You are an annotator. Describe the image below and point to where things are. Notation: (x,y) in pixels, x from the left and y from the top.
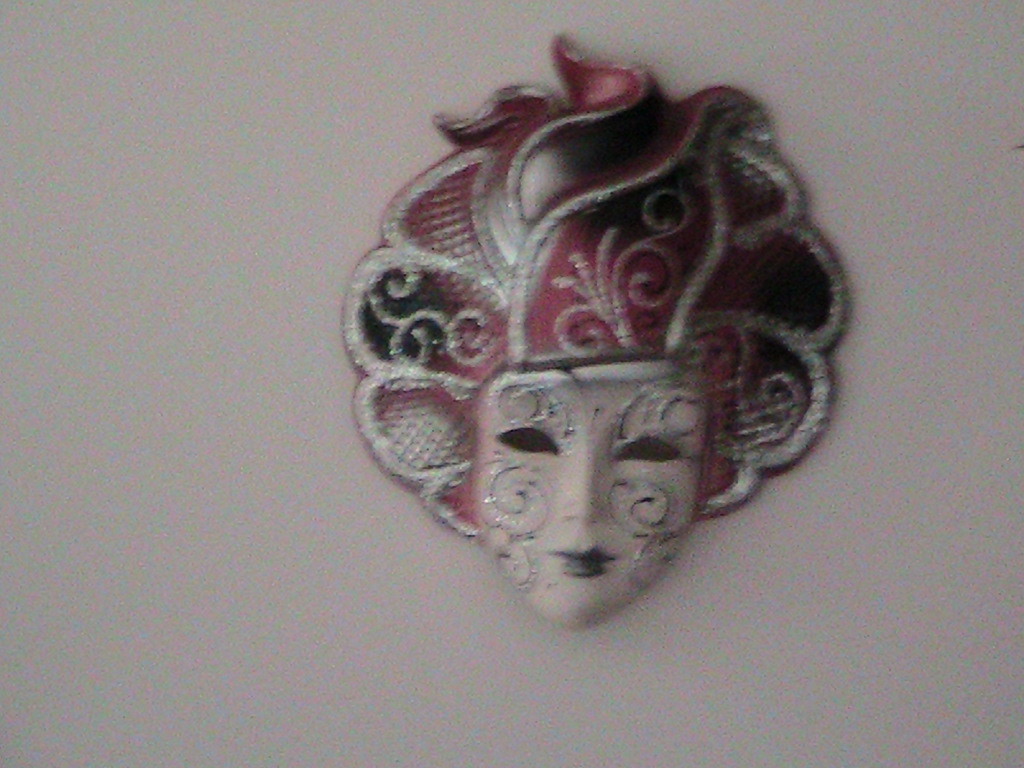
In the picture we can see the human face sculpture (589,604) to the wall (761,591).
